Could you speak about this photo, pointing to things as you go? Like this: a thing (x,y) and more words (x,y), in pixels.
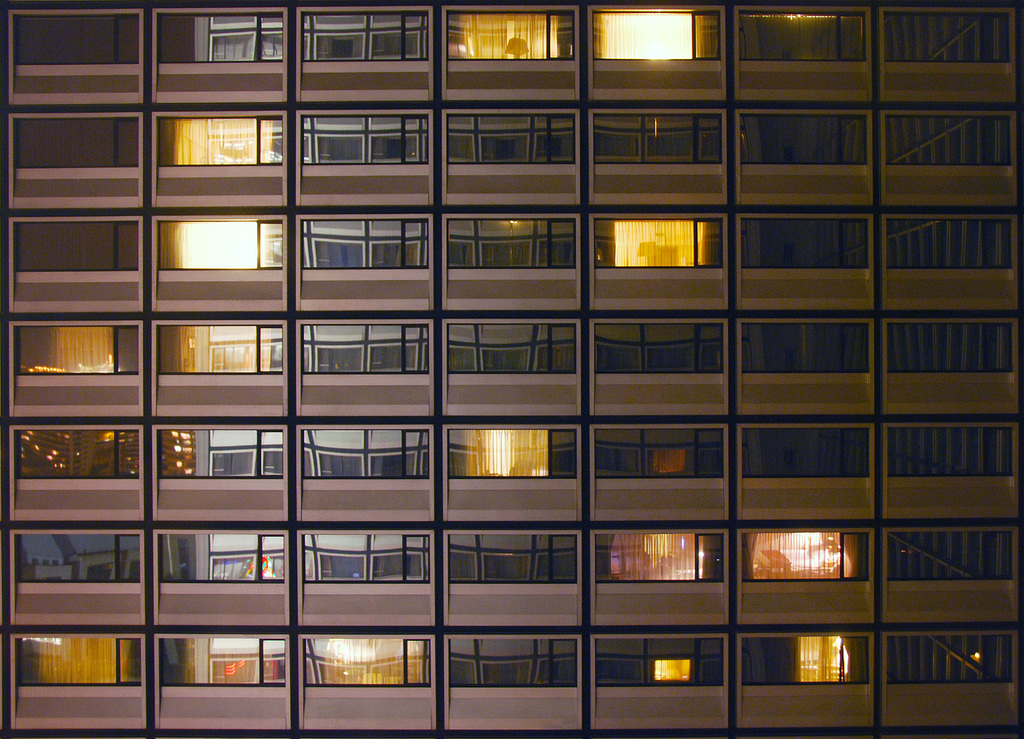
There is a building (347,632), it has a lot of rooms (842,40) and some of the rooms (826,653) were lightened up.
